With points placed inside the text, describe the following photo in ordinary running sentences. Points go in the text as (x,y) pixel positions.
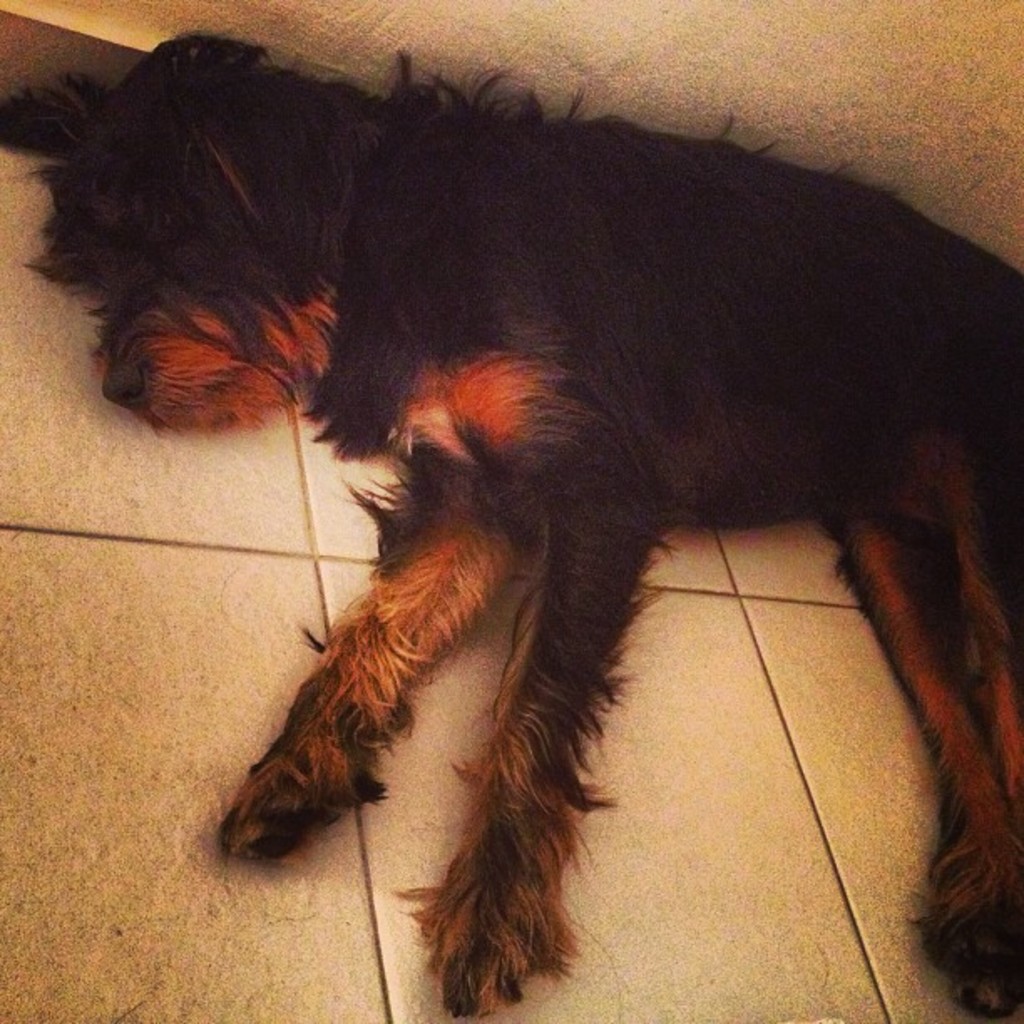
In this image we can see a dog (579,407) lying on the floor (645,608). In the back (624,33) there is a wall (624,78).
